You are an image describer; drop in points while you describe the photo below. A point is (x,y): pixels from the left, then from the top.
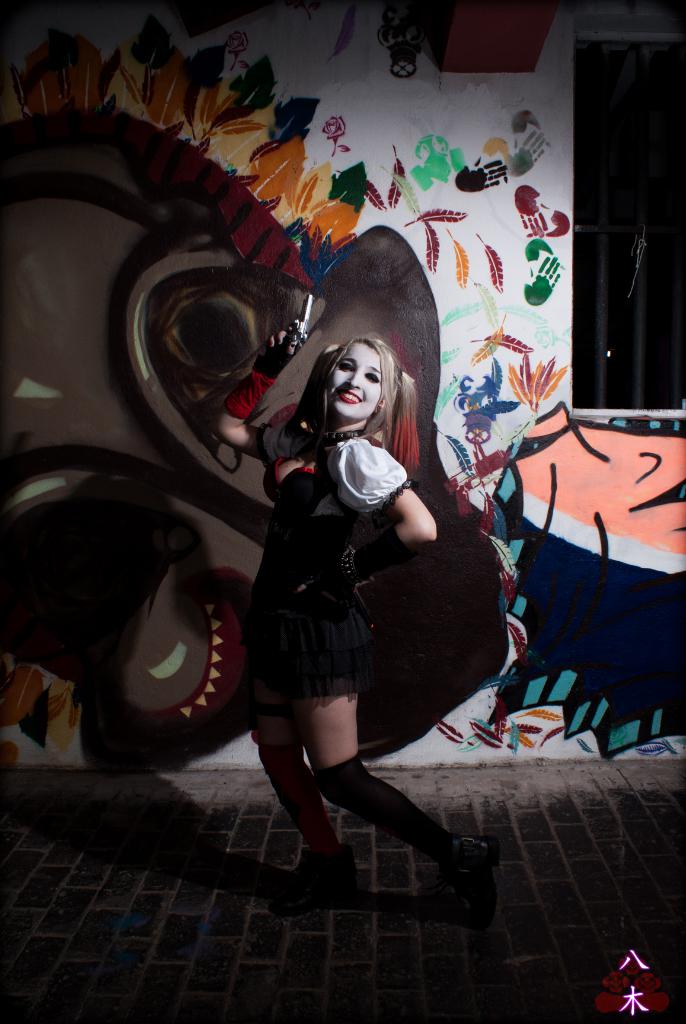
In the image we can see a girl (327,538) wearing clothes (287,560), socks (378,804) and shoes (467,917), and she is holding a gun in her hand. This is a footpath (572,864), watermark (627,976) and a wall (427,289), on the wall (292,223) we can see the painting (302,218).
